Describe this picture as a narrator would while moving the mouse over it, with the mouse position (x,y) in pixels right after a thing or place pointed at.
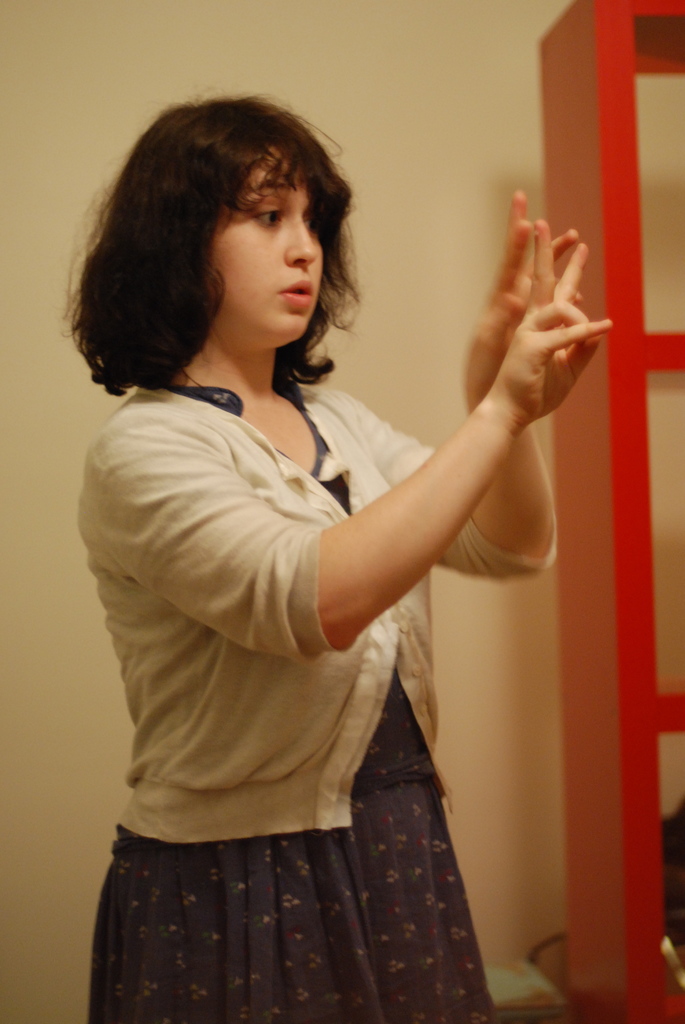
In this image we can see a woman (180,632) standing. On the right side of the image (644,791) we can see racks (655,365). At the top of the image (650,240) we can see a wall (41,900).
